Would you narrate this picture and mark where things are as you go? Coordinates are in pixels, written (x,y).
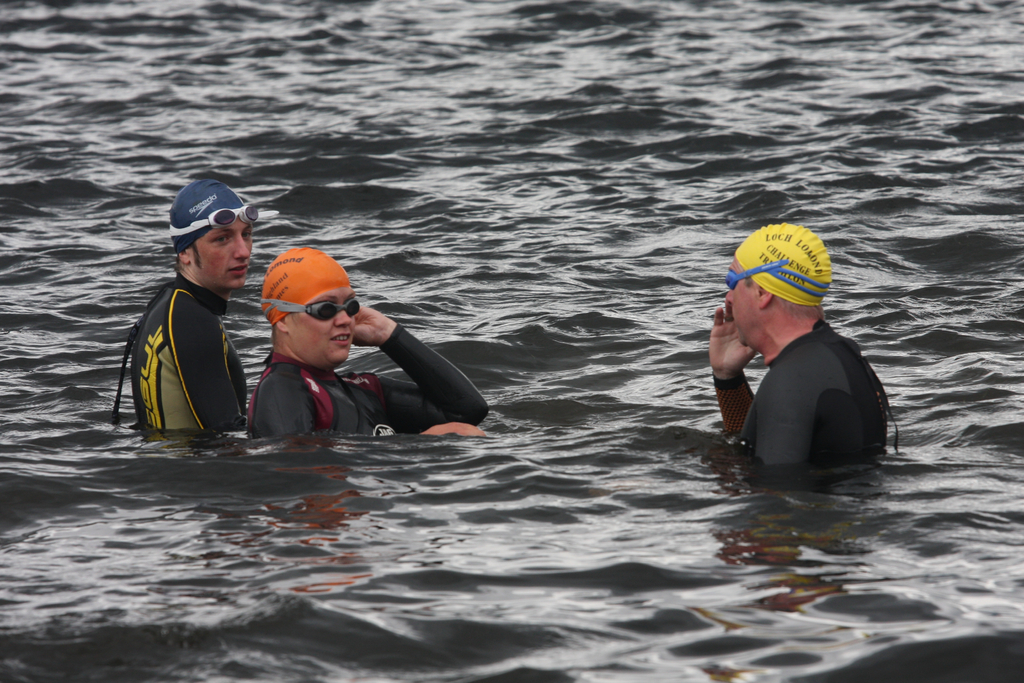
In this image I can see few persons (803,412) wearing black colored dresses (386,390) are in the water (417,525). I can see they have goggles (334,309) and caps (269,280). In the background (537,195) I can see the water (532,117).
